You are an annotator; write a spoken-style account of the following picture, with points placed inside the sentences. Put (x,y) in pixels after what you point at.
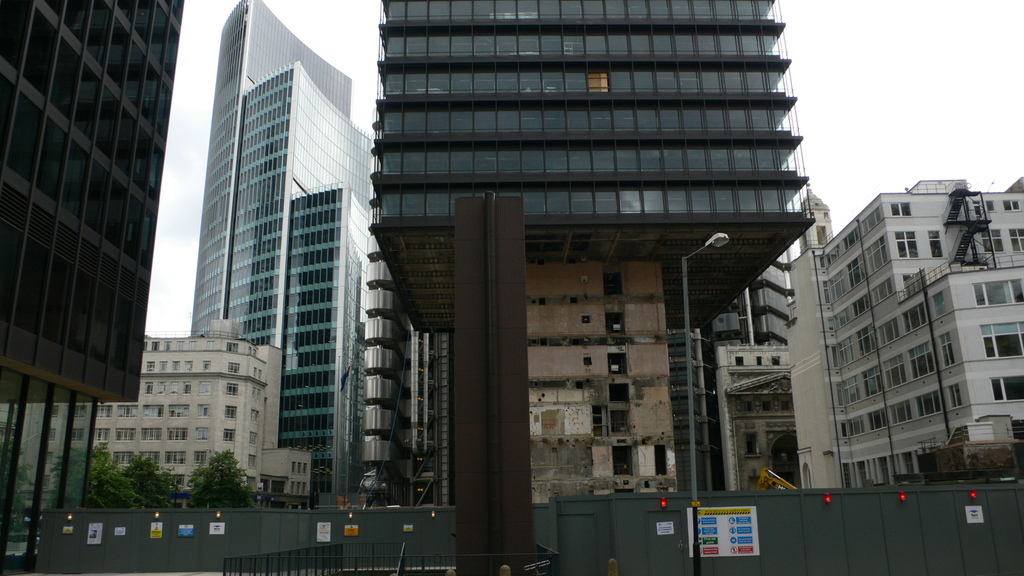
In this image, we can see buildings (360,417) and trees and we can see posters (222,528) and lights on the board (796,527) and there are railings (365,556) and we can see poles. At the top (186,91), there is sky (819,4).
